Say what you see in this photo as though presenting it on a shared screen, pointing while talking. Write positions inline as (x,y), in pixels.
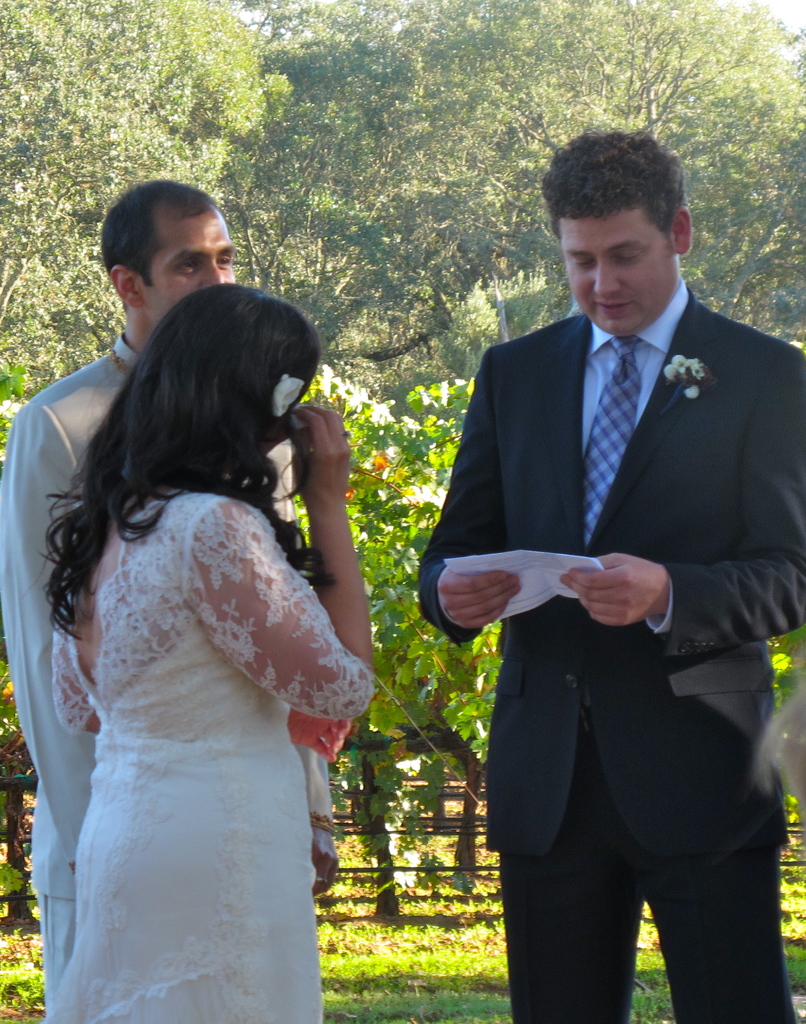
In this image I can see 3 persons (172,471) are standing. Here I can see he is holding a white colour paper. In the background (435,717) I can see grass (458,941), flowers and number of trees (179,29).
